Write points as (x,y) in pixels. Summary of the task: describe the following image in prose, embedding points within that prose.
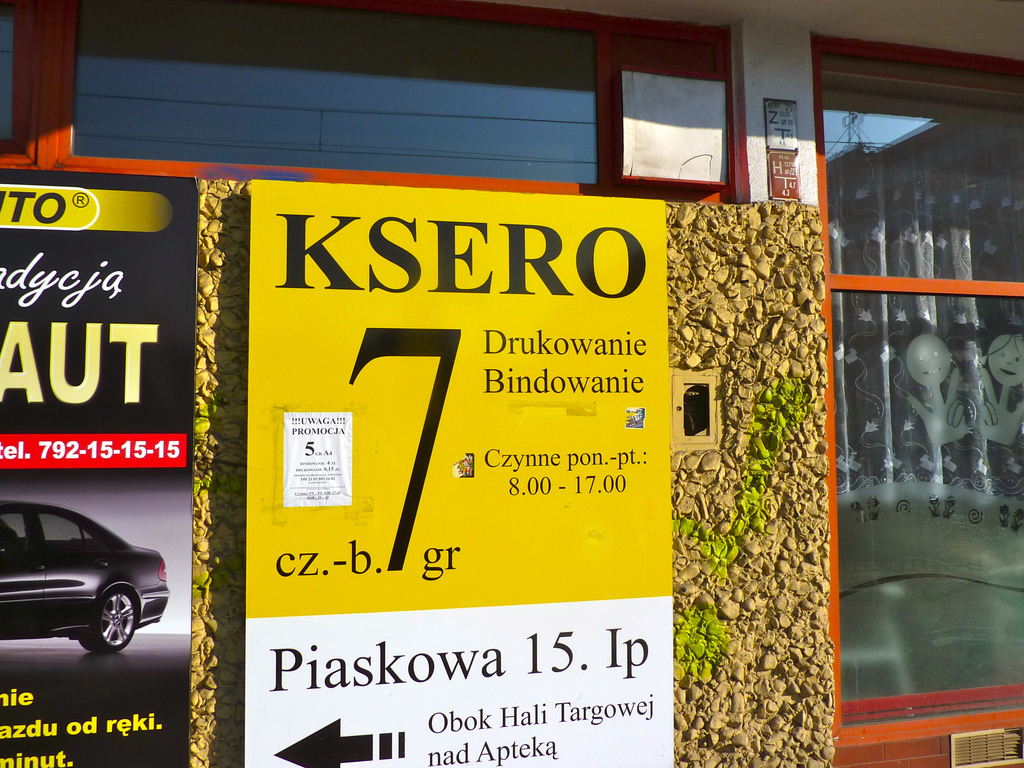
In the center of the image (632,276) there is a building (969,454) and we can see boards (388,666).
